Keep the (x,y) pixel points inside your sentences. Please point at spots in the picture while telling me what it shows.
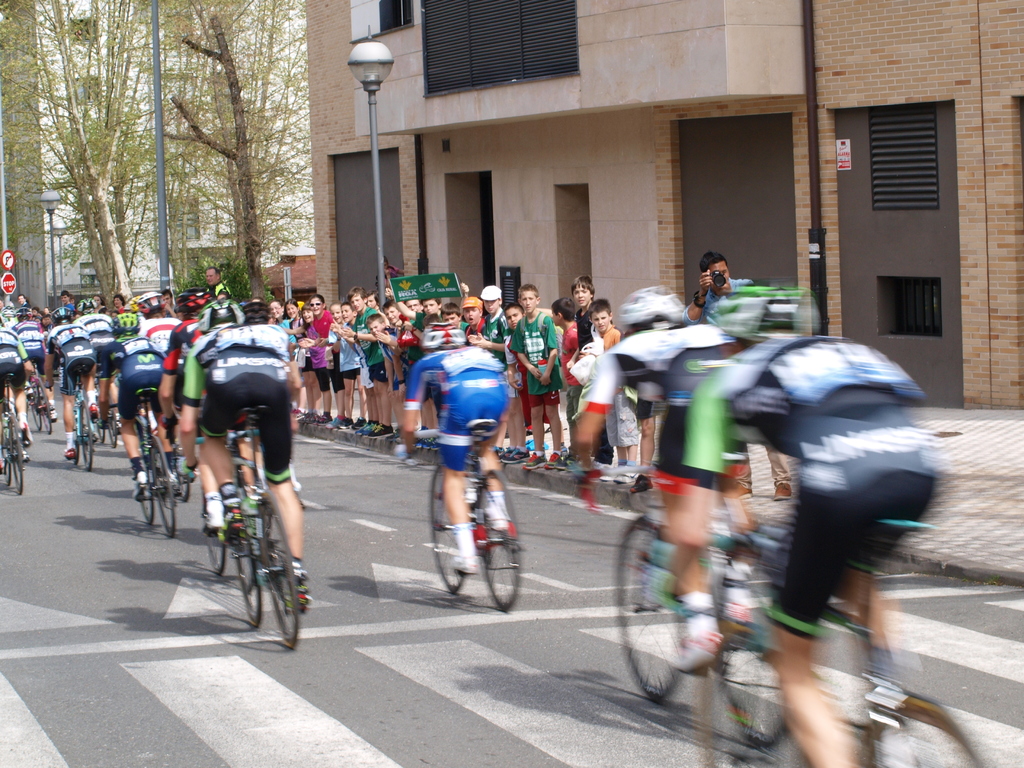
In the image we can see there are people (294,374) who are sitting on bicycles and others are standing on footpath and there are lot of trees (257,112).
